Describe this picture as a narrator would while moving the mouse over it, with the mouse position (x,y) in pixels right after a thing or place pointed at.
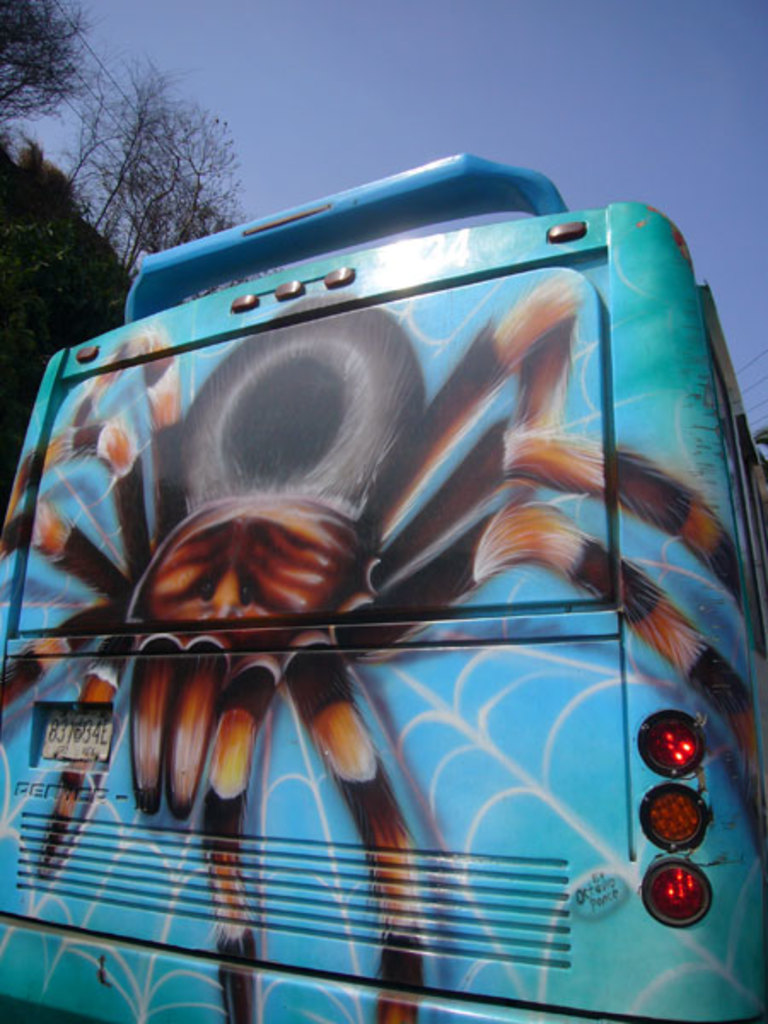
In this image we can see a vehicle (332,378) which is truncated. On the vehicle (404,858) we can see lights (665,771), number plate (97,712), and a picture of a spider (422,607). In the background (34,204) there are trees (34,204) and sky (731,170).
